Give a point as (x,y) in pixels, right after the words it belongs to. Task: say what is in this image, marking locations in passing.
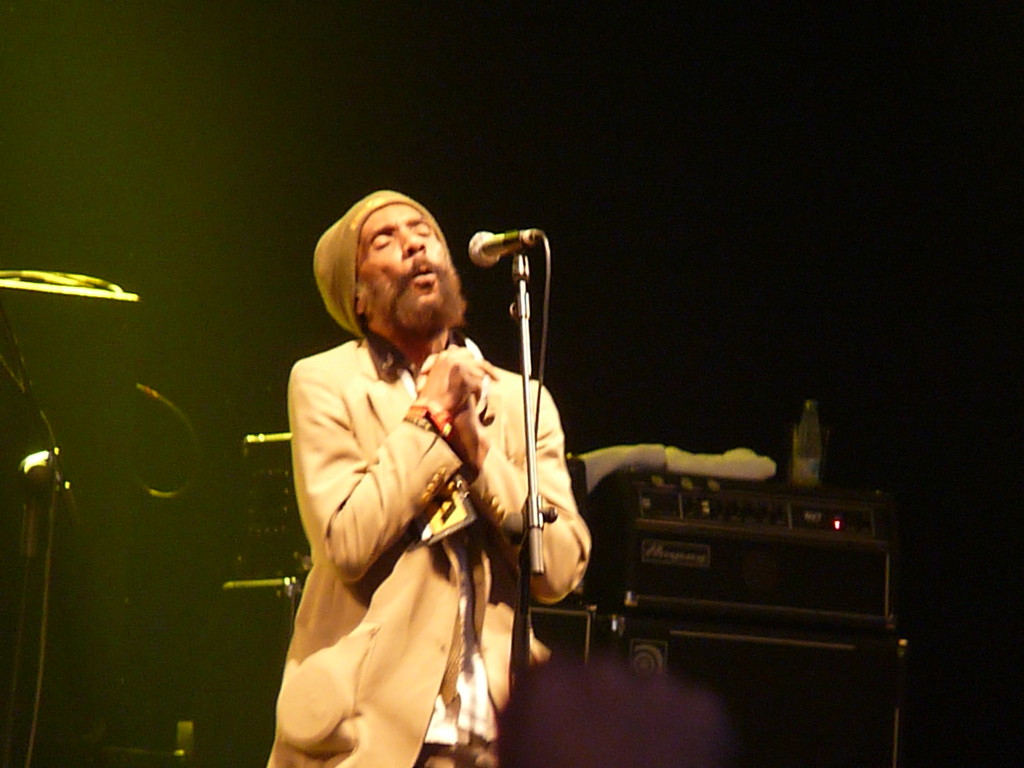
In this image, we can see a person (449,525) singing in-front of a microphone (514,246) with a stand (542,570) and wire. In the background (559,619), we can see the boxes (831,532), cloth (754,458), bottle (802,457), rod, wires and dark view.
